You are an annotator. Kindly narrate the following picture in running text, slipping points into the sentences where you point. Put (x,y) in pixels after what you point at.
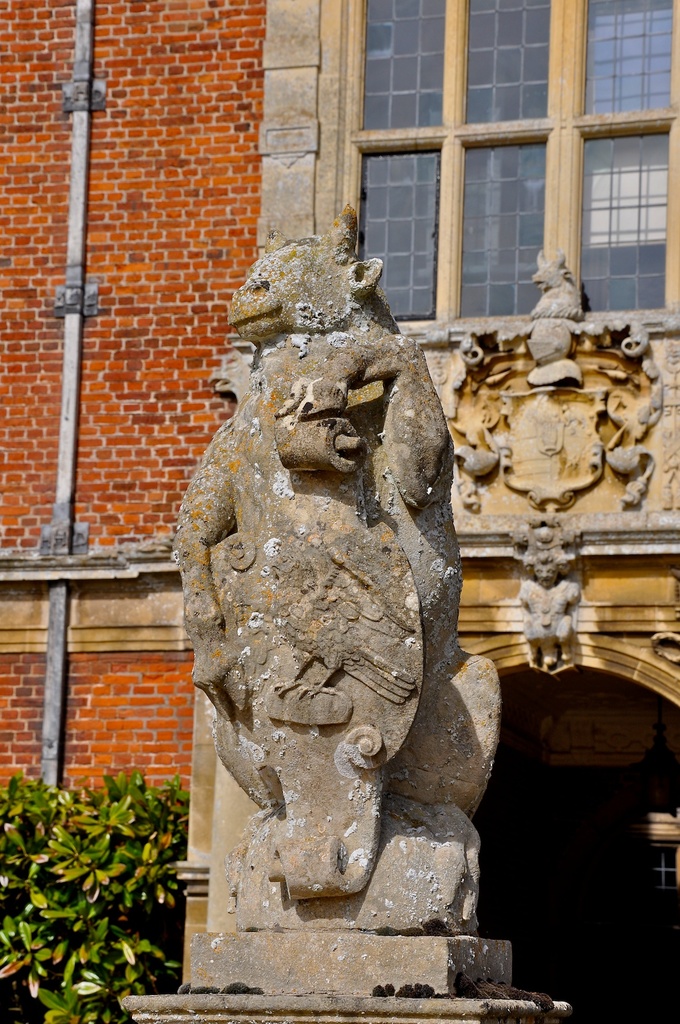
In the image we can see the sculpture (455,590), brick wall (158,228) and the window (494,151). Here we can see the leaves (98,872) and an arch (511,802).
